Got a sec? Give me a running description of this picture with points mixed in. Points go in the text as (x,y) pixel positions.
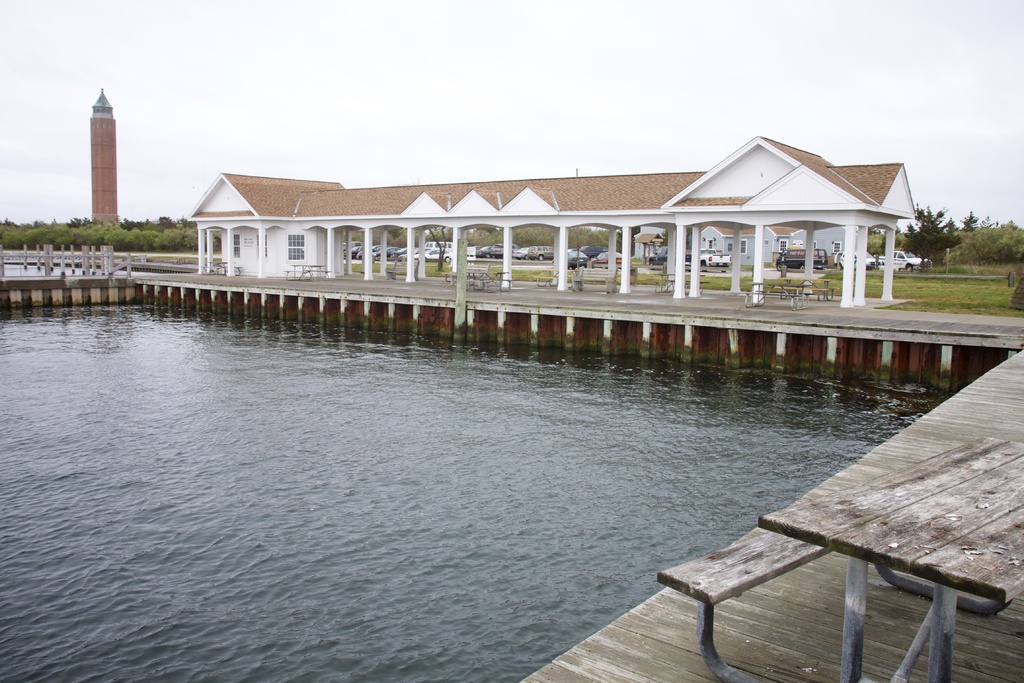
In front of the image there are tables (665,282) on the platform (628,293). There is water (438,512). In the background of the image (157,247) there are poles (26,252), cars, trees (942,257), buildings (255,261) and a tower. At the bottom of the image (333,659) there is water (262,538) and a platform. At the top of the image (632,51) there is sky (699,25).
